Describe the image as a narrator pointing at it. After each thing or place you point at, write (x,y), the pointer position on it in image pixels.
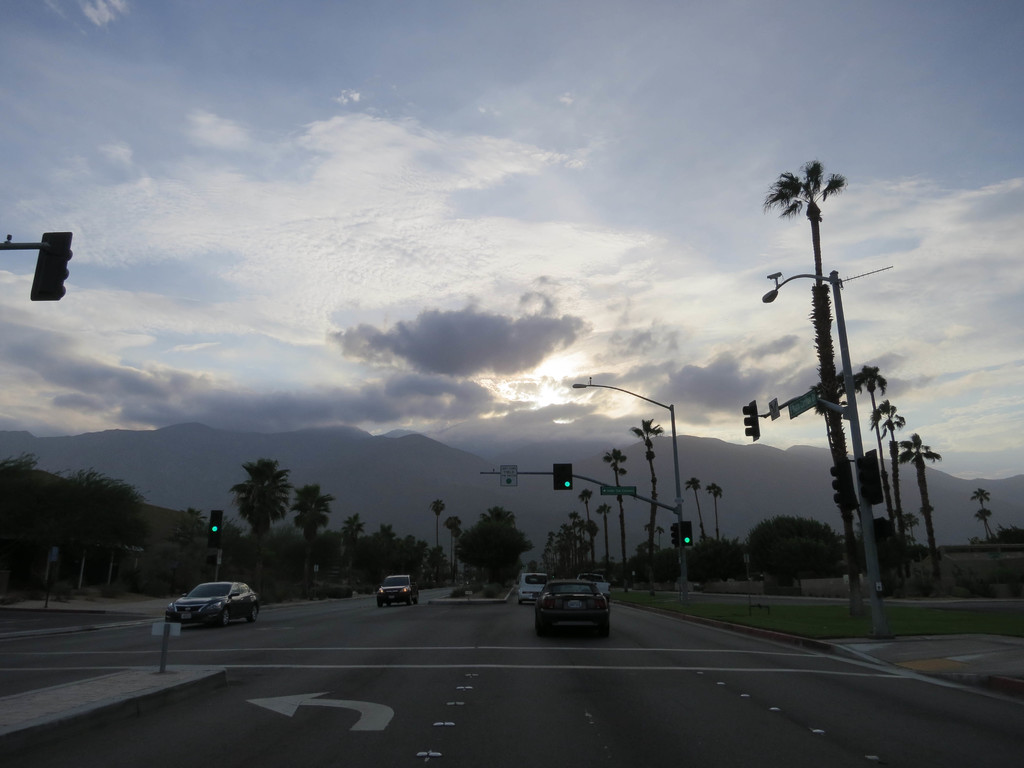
In this image at the bottom (566,588) there are some vehicles (596,590) on the road (296,674), on the right side (856,568) and left side (335,562) there are some trees (83,531), poles (863,493), and traffic signals (869,500). In the background (410,448) there are some mountains (712,443), at the top of the image (541,185) there is sky (400,304).
